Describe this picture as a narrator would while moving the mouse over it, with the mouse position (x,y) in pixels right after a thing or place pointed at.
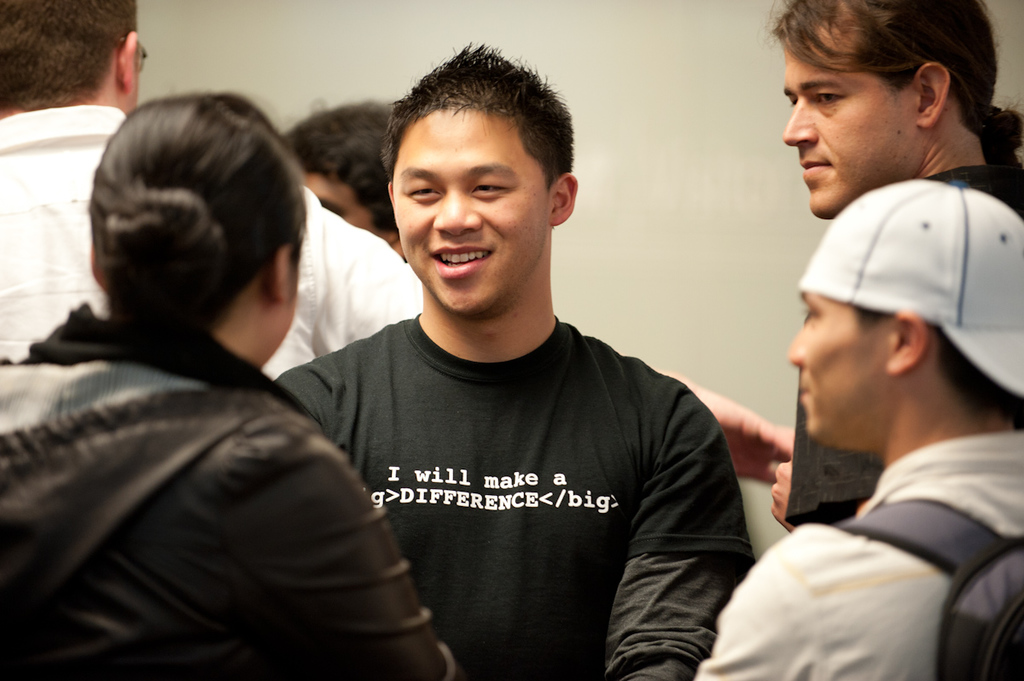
This is the man (508,364) standing and smiling. I can see a group of people (120,386) standing. In the background (686,99), that looks like a wall (672,72), which is white in color.
